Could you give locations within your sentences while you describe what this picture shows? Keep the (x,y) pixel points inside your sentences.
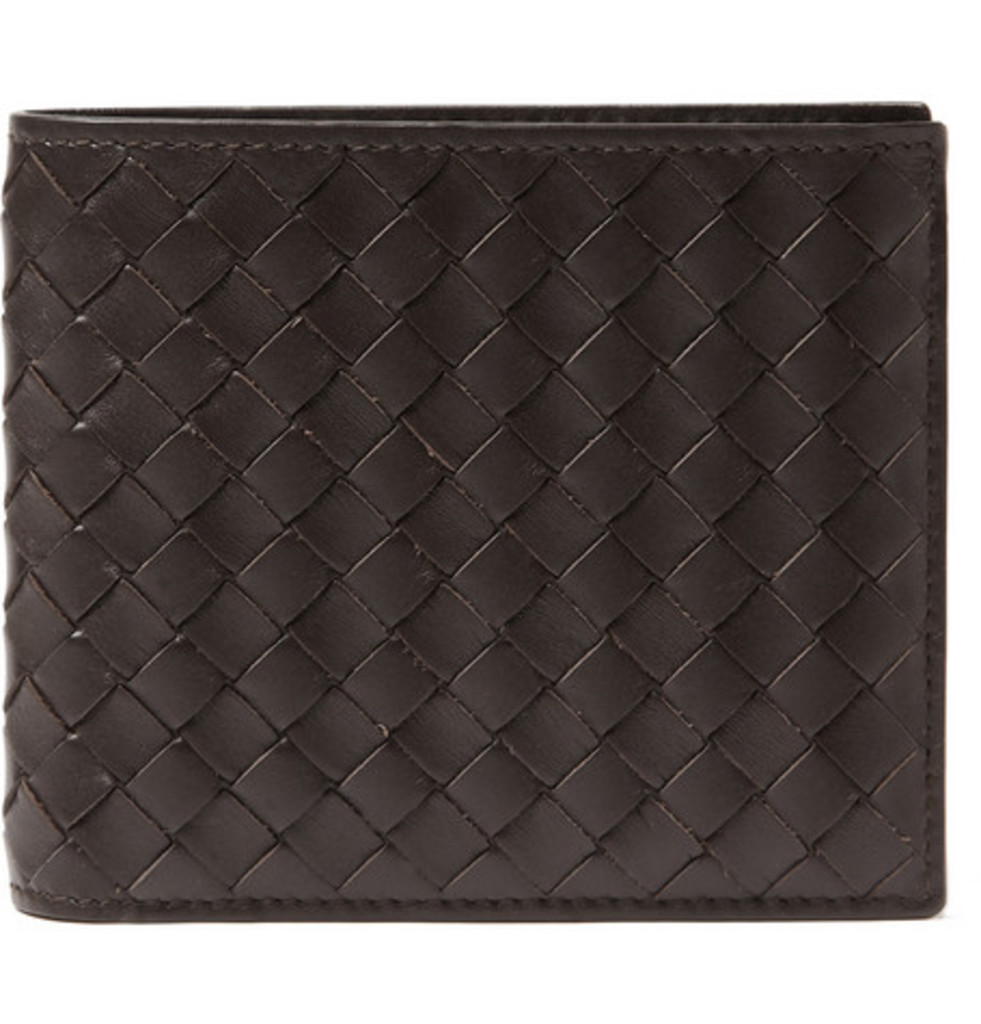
This image consists of a wallet (554,383) in black color.
